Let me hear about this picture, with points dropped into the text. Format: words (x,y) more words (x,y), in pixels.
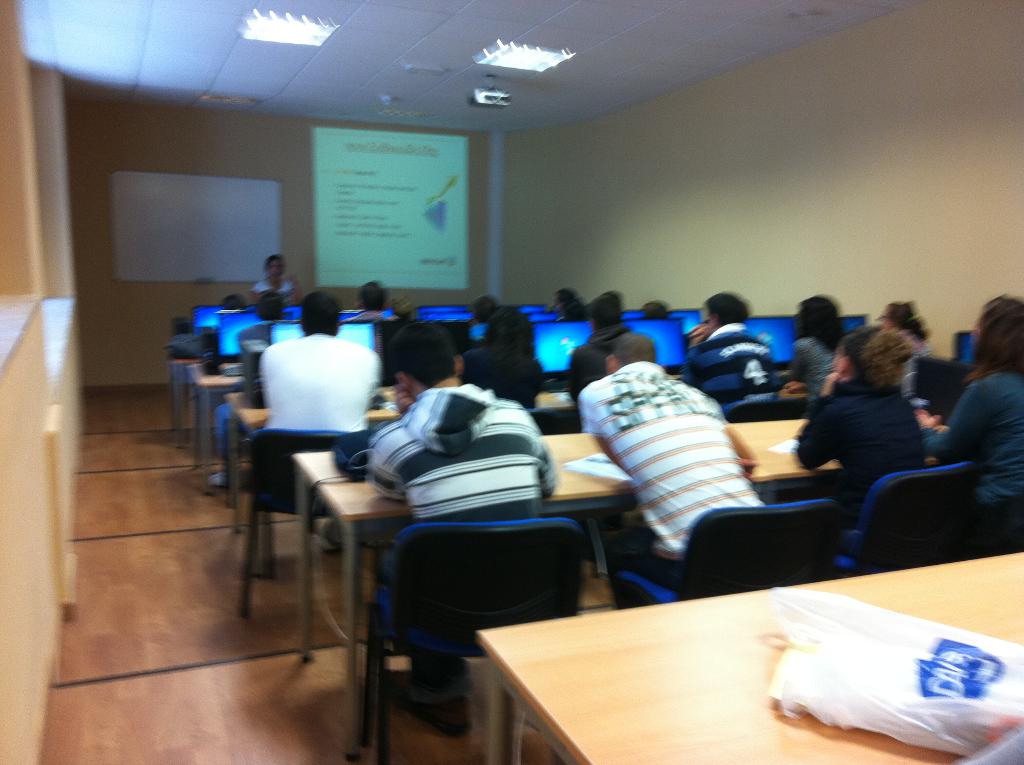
This is a classroom (731,537). On the table (686,624) we can see cover (891,691), books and bags (350,434). We can see all the students (504,467) sitting on chairs (443,527). This is a floor (146,388). We can see one woman (284,279) is standing here. This is a screen (343,211). This is a white board (253,235), ceiling (347,85) and a light (314,43).
